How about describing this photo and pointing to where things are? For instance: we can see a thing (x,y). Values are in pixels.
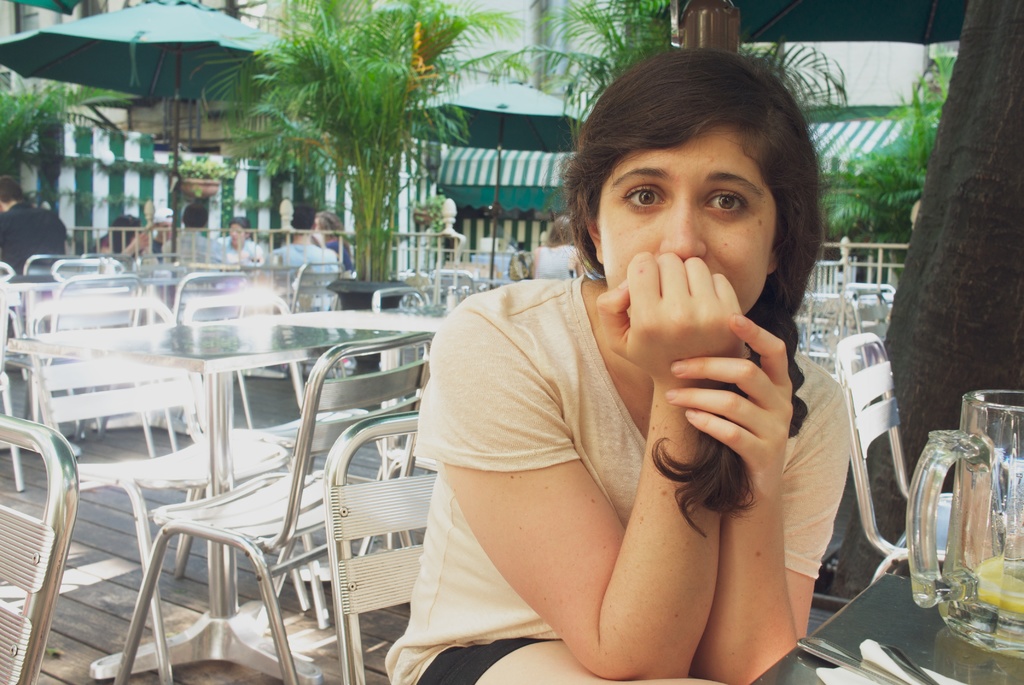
She is sitting on a chair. There is group people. We can see in the background (369,236) there is a plants (359,120) and tent (453,154).
